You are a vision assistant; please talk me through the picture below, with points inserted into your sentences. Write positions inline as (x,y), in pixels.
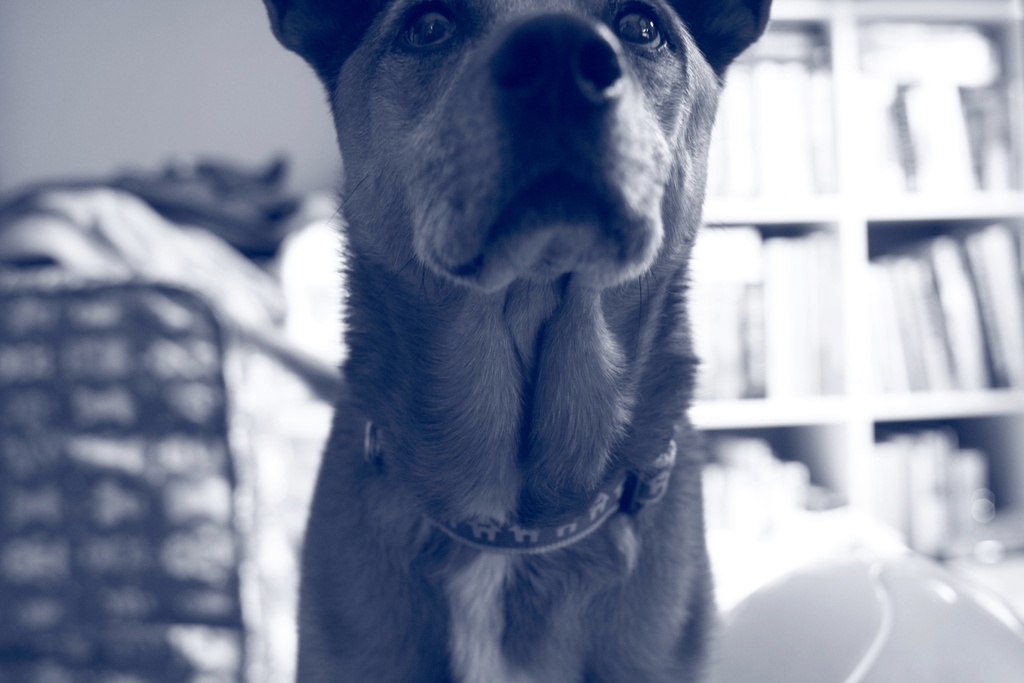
In this picture I can see in the middle (345,336) there is a dog (620,390), this image is in black and white color.
